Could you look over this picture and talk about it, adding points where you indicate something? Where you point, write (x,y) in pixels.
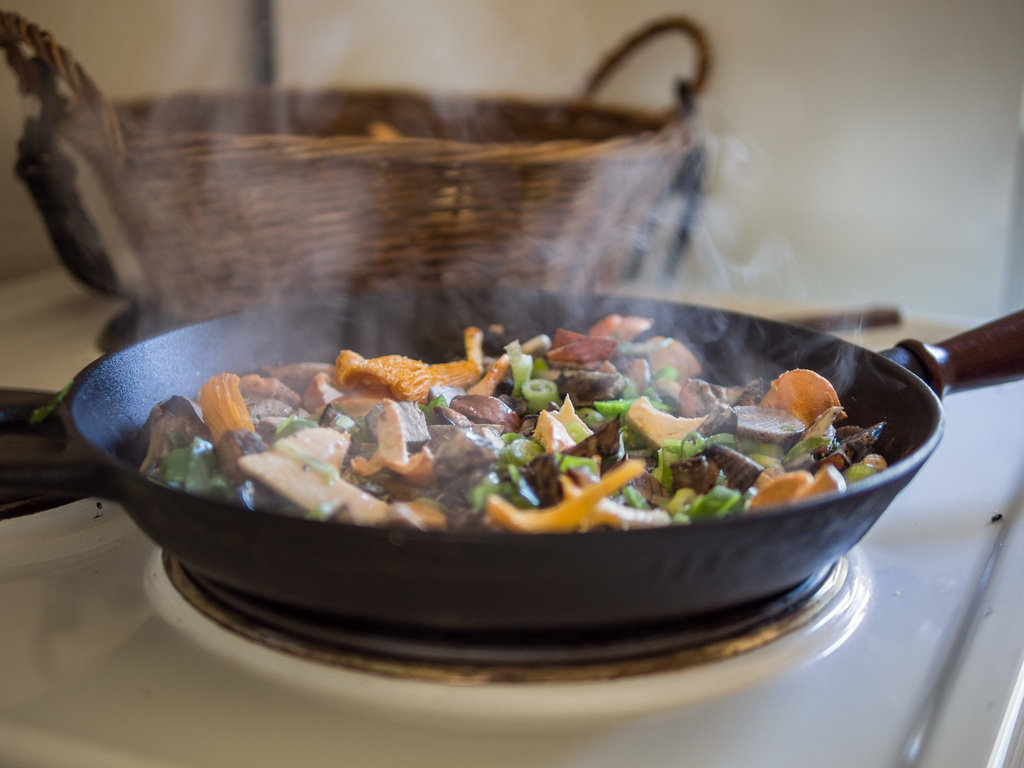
In this image there is food (530,442) on the pan (499,420) which is in the center (445,478). In the background (334,186) there is a basket (471,140).
